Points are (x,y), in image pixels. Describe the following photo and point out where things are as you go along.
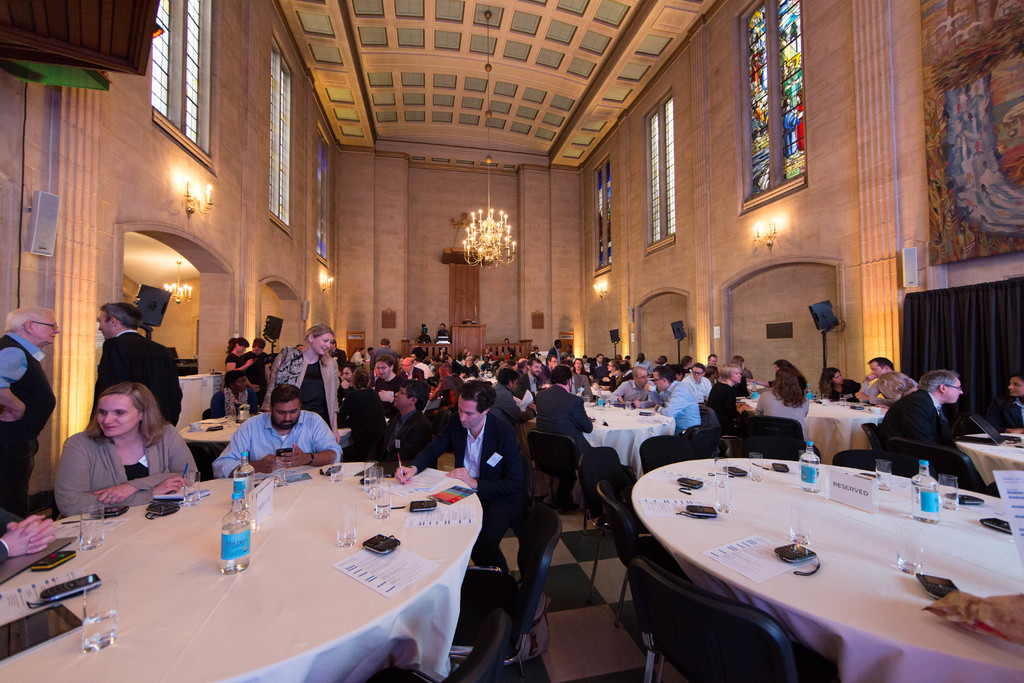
There is a group of people (443,441). Some people (520,497) are sitting on a chair (607,479). Some people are standing. There is a table (151,580). There is a paper (424,564), bottle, ipad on a table (426,544). We can see the background lights (481,231), window (770,180).
